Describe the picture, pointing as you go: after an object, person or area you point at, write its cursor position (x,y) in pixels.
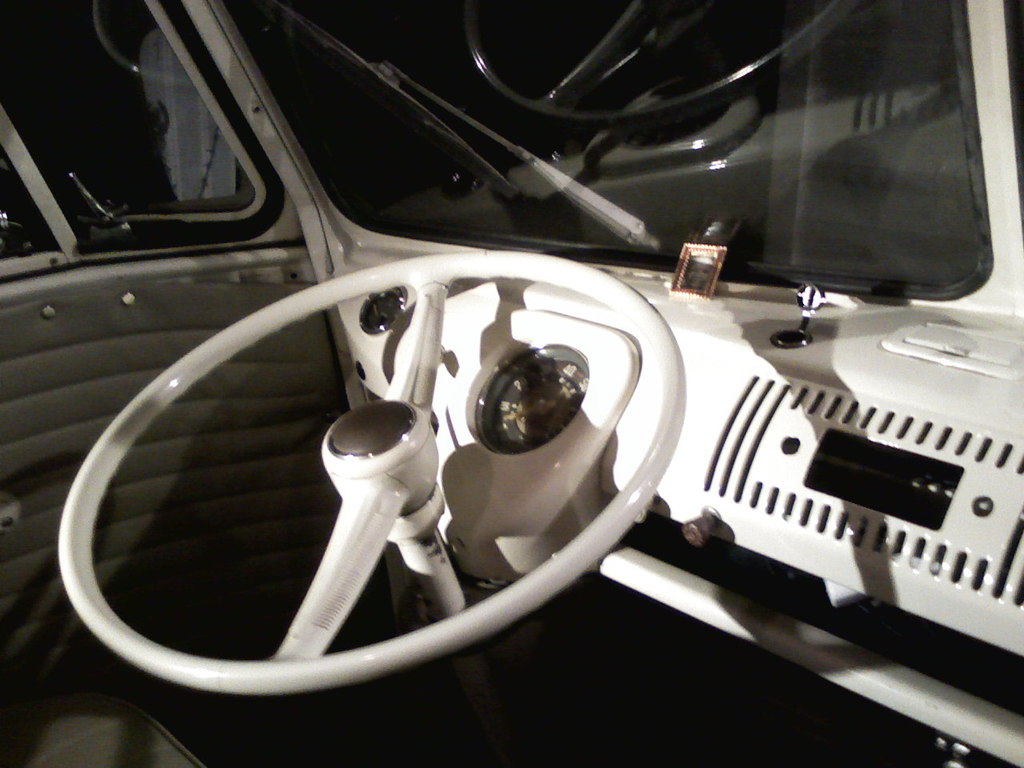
In this image we can see the inner view of a motor vehicle (418,250).
